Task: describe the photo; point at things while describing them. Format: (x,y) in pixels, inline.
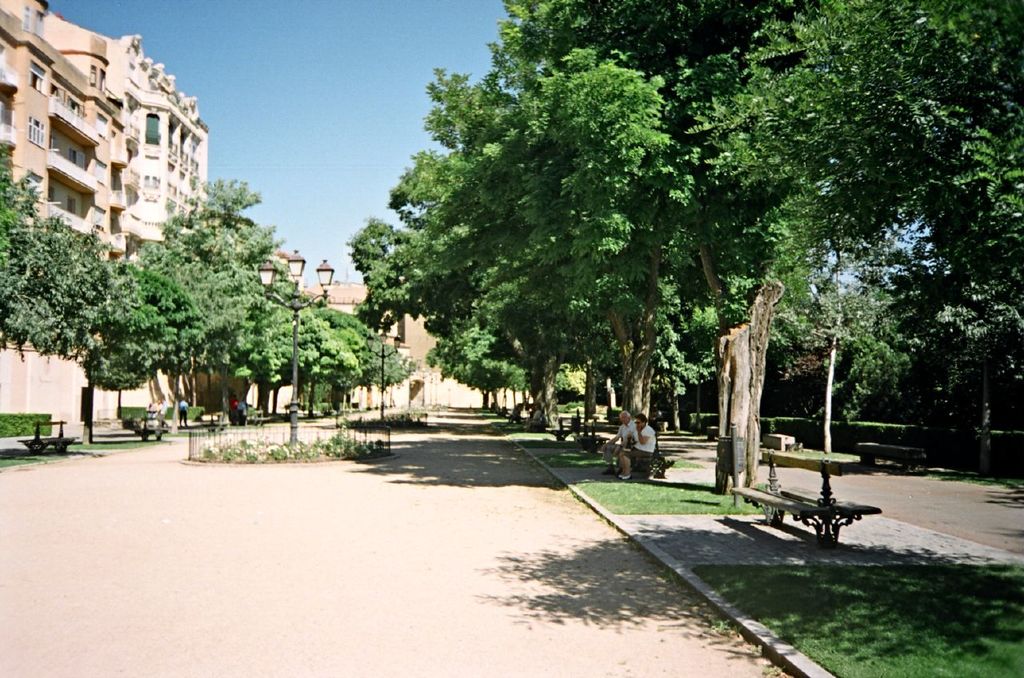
In this image we can a few people (638,439), there are trees (260,339), plants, benches (563,428), light poles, there are buildings (16,64), windows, also we can see the sky (231,86).
